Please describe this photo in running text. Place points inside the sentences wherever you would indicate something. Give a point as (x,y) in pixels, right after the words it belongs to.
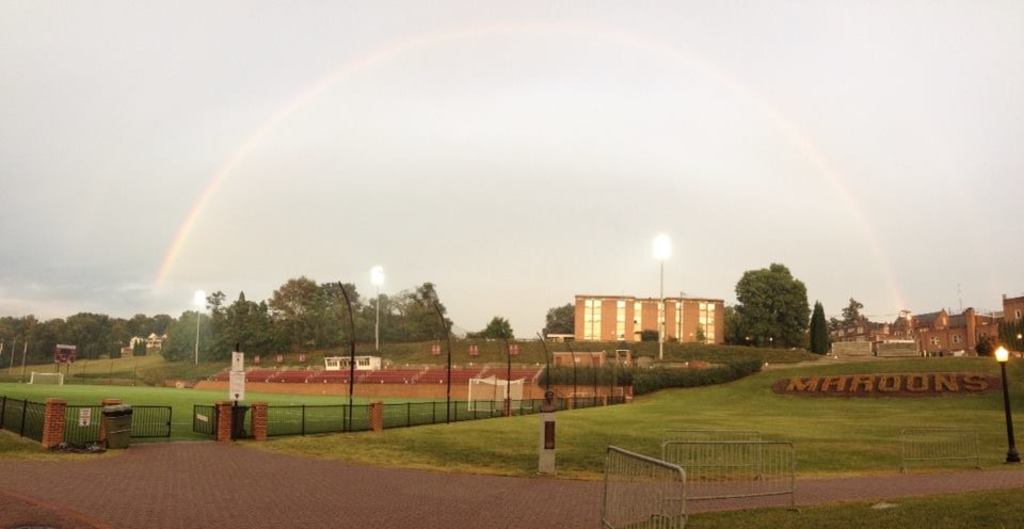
In this image we can see two buildings (884,329) and a group of trees (805,334). In the center of the image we can see a statue (548,413), metal fence (294,423), a gate (202,423), trash bin (123,437). To the left side (45,381) we can see a goal post (59,380). In the foreground of the image (627,503) we can see metal barricade (617,451). To the right side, we can see a light pole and in the background (1001,274), we can see the rainbow (836,187) and sky (525,171).
